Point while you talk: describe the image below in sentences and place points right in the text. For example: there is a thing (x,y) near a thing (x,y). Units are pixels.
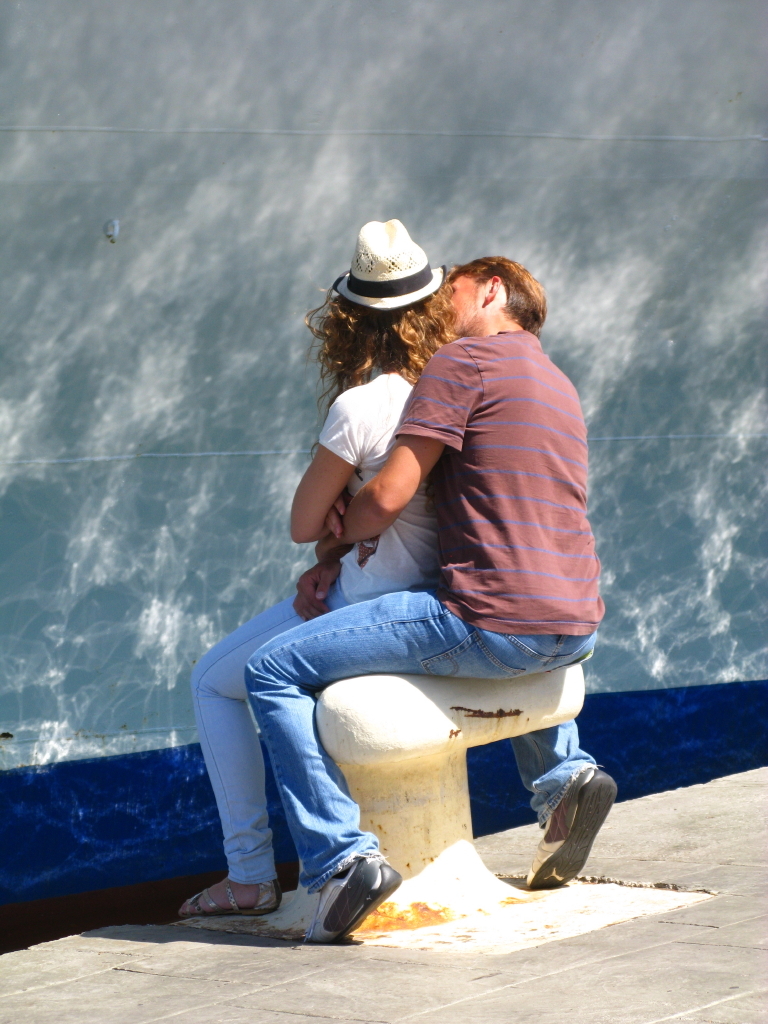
In this picture, there is a man (571,662) holding a woman (383,399) and both of them are sitting on the bollard (450,896). The man (523,390) is wearing a maroon t shirt (509,386) and woman (325,445) is wearing a white t shirt (397,416). At the top (478,122), there is a ship (564,169). At the bottom (501,850), there are tiles (703,954).
